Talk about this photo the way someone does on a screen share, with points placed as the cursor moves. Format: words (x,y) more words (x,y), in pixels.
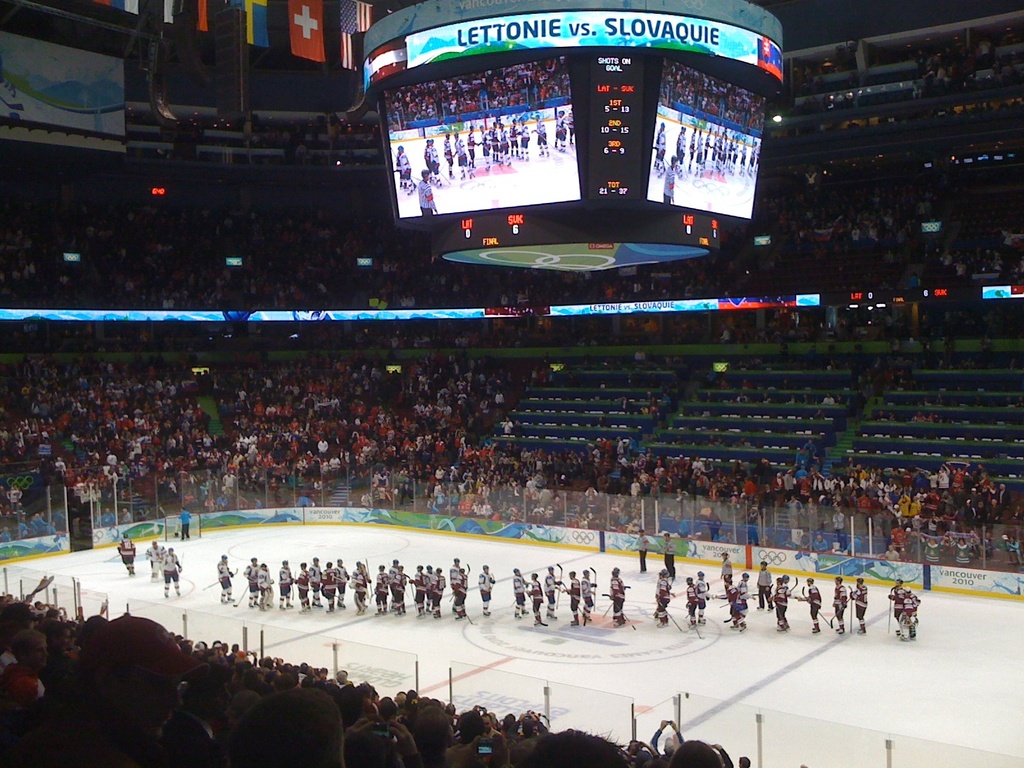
In the image I can see ice hockey players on the ground (462,640) and they are holding the hockey sticks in their hands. I can see the fence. I can see the spectators (551,475) in the stadium (152,489). There is a television screen (624,191) at the top of the image (547,159). I can see the flags (306,58) at the top of the image (199,15).
